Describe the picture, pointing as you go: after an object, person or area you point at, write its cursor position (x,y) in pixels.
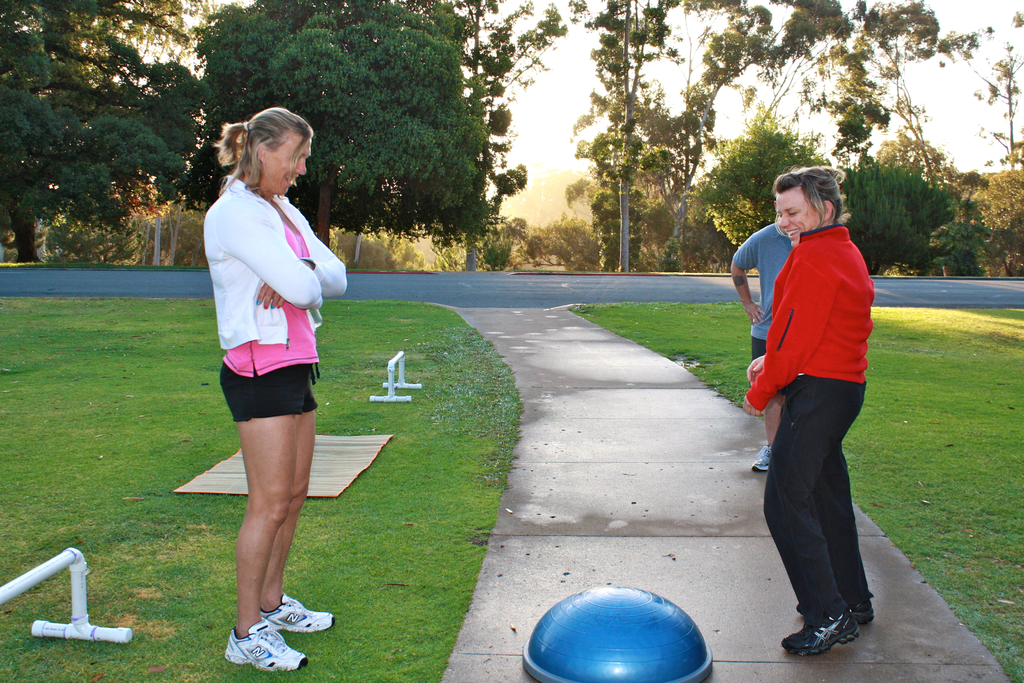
In this picture I can see people (788,490) standing on the ground (599,458). In the background (377,192) I can see trees (482,187) and sky (515,157). Here I can see some objects (620,642), a road (524,298) and grass (125,594).
